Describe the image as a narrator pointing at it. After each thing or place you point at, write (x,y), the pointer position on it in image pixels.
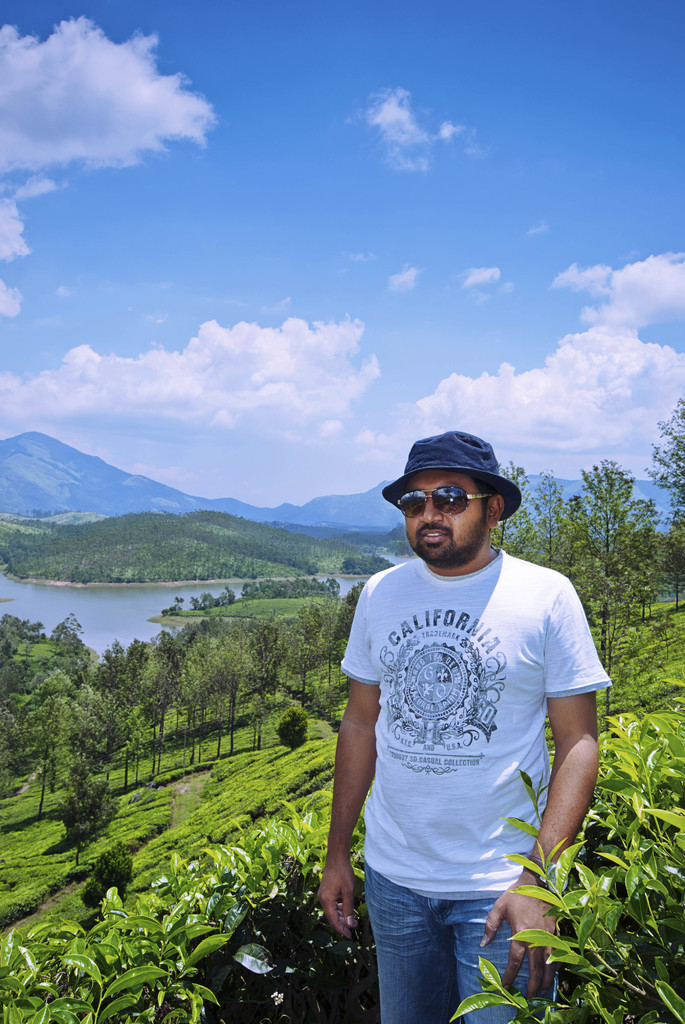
In this image we can see a man (428,492) wearing glasses (449,490) and also the cap (435,445) and standing. Image also consists of many trees (265,709), plants (232,827). We can also see the hills (185,549) and also mountains (372,504). There is water (104,615). Sky (307,496) is visible with the clouds (452,379).
